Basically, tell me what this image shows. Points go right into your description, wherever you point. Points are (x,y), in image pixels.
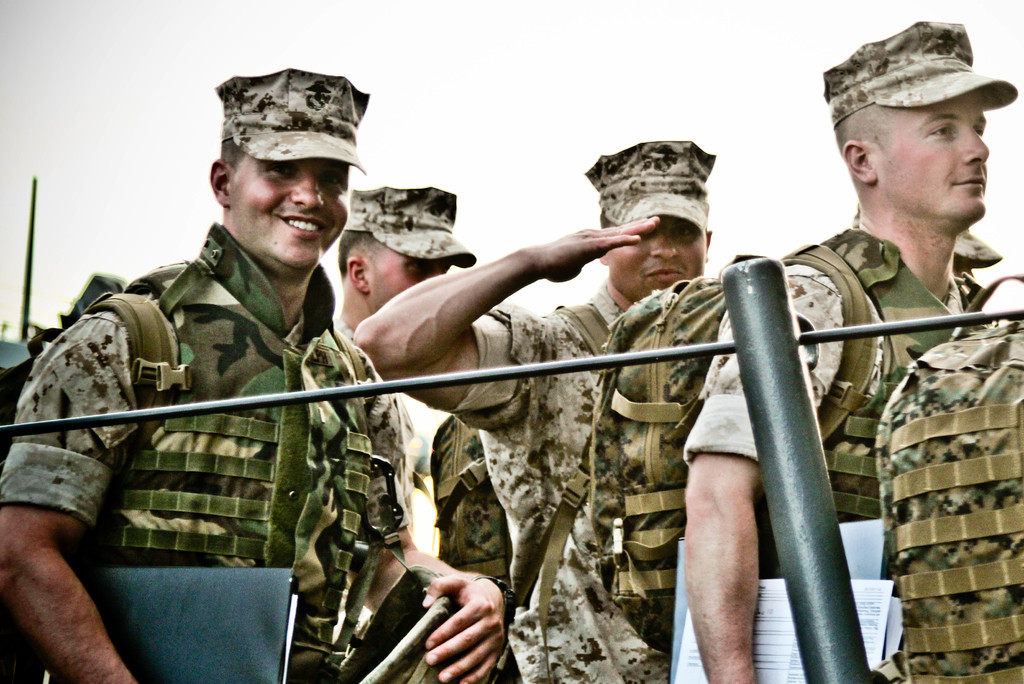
In the image we can see there are people (387,321) wearing army clothes (506,398), cap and they are smiling and they are carrying bag (558,507). Some of them are holding papers (784,624). Here we can see the metal rod (761,424) and the sky (530,75).
